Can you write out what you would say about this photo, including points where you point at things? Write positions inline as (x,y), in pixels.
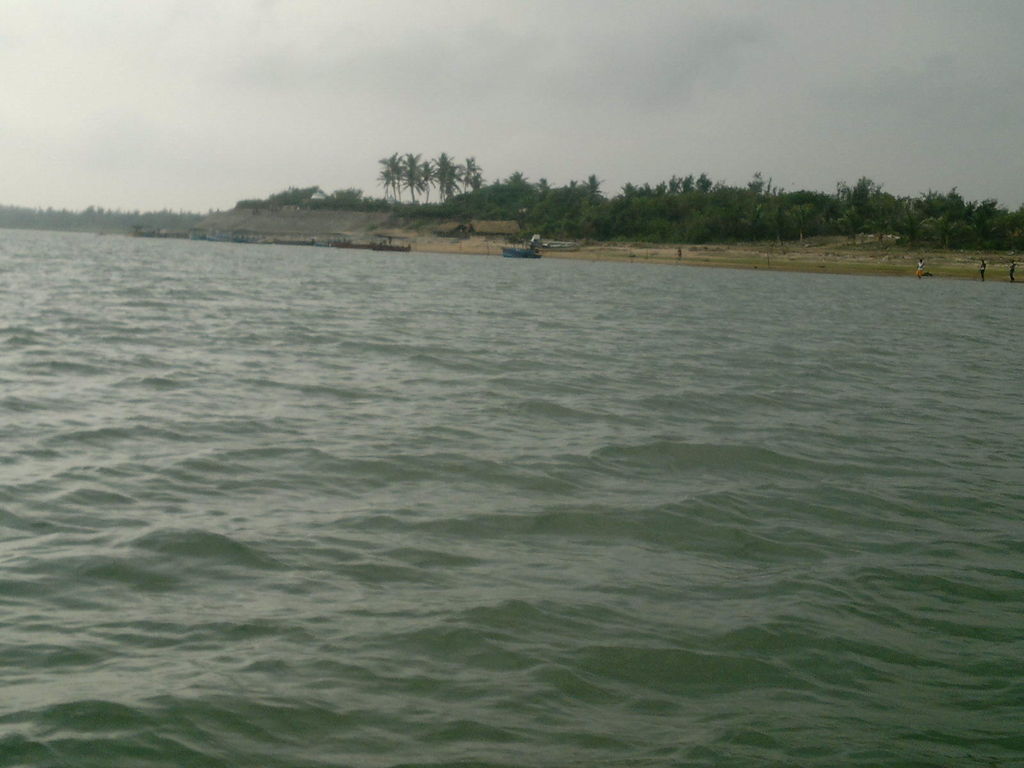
In the foreground of this image (509,562), there is water (382,408). In the background (369,61), there are few boats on the water (470,262), huts (496,233), trees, people (920,276) and the cloud (361,84).
